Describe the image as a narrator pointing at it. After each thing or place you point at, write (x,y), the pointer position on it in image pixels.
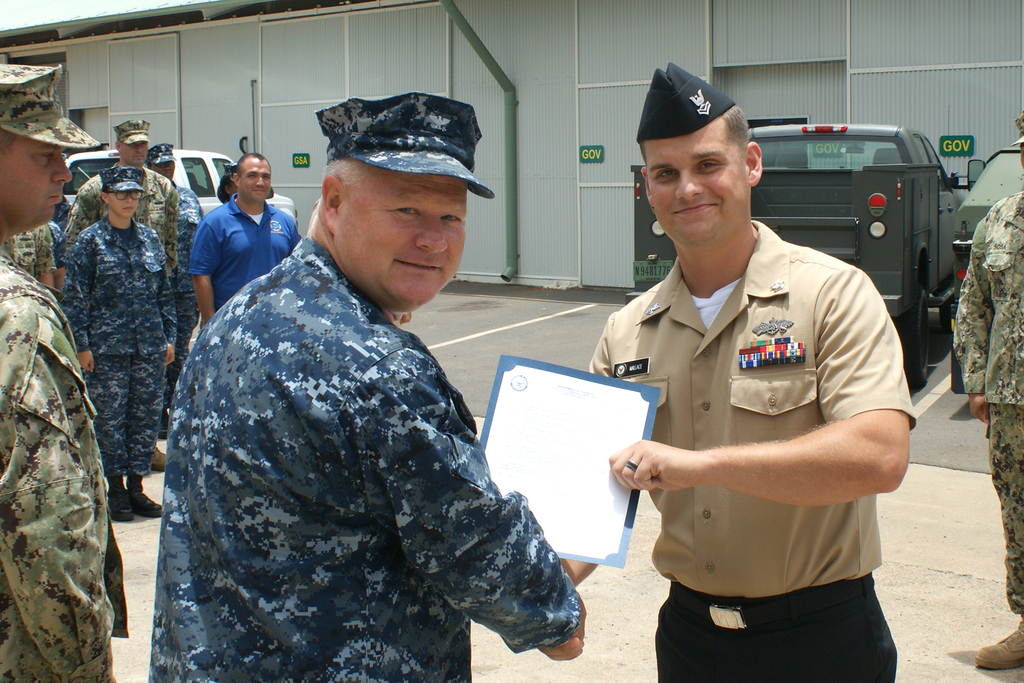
Here we can see a group of people (799,626). These two people (714,459) are giving shake-hand and smiling. This man (756,316) is holding a card (637,399). Background (721,46) there is a shed (608,2) and vehicles (862,213).
